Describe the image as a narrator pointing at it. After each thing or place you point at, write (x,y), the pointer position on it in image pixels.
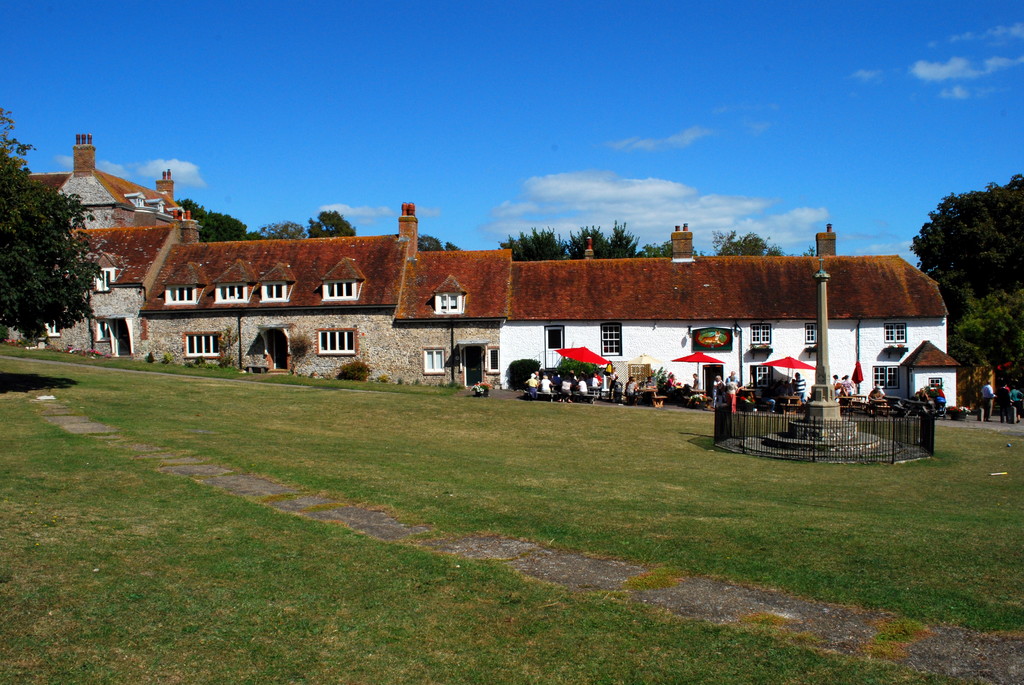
In this image I can see the pole (817,364) and there is a railing (827,447) to the side of the pole (818,408). In the background (689,394) I can see an umbrellas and I can see the group of people (729,390) with different color dresses (627,384). To the side of these people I can see the building (448,299). In the background (550,255) I can see many trees (957,237), clouds (564,186) and the sky (442,84).
